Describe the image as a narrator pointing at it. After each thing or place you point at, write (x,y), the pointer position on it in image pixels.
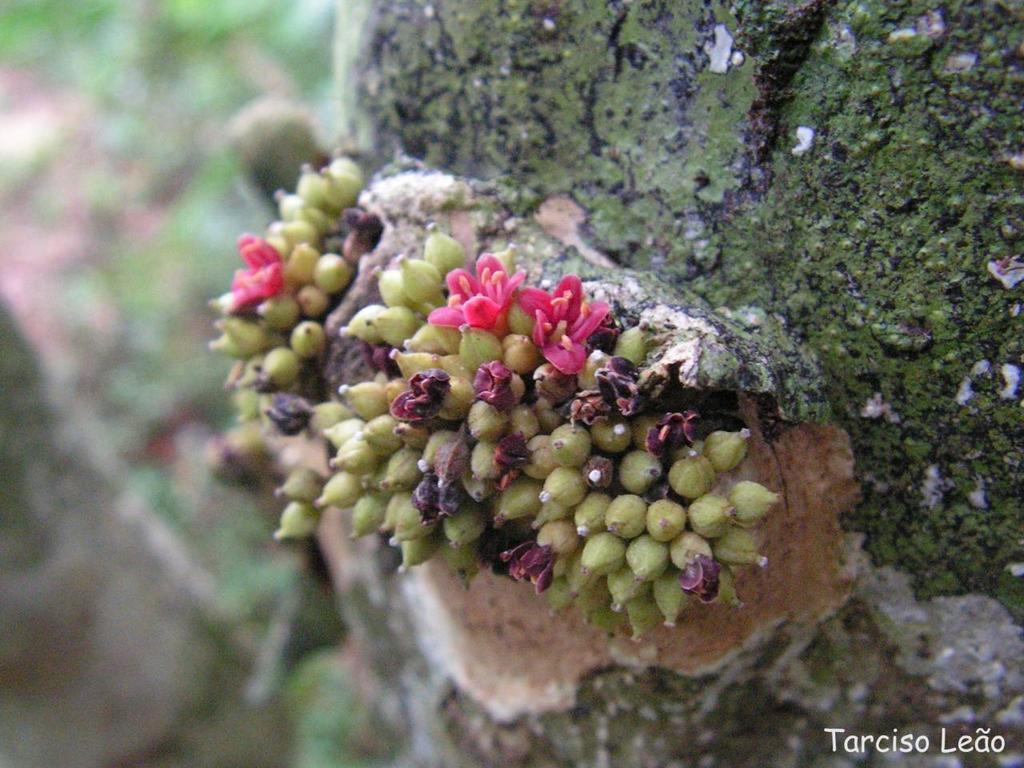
In the middle of the picture (548,330), we see the buds (561,505) and the flowers (568,364). These flowers (496,315) are in pink color. On the right side (910,184), we see the stem (758,455) of the tree (771,564). In the background (181,209), it is green in color. This picture is blurred in the background (0,546).
